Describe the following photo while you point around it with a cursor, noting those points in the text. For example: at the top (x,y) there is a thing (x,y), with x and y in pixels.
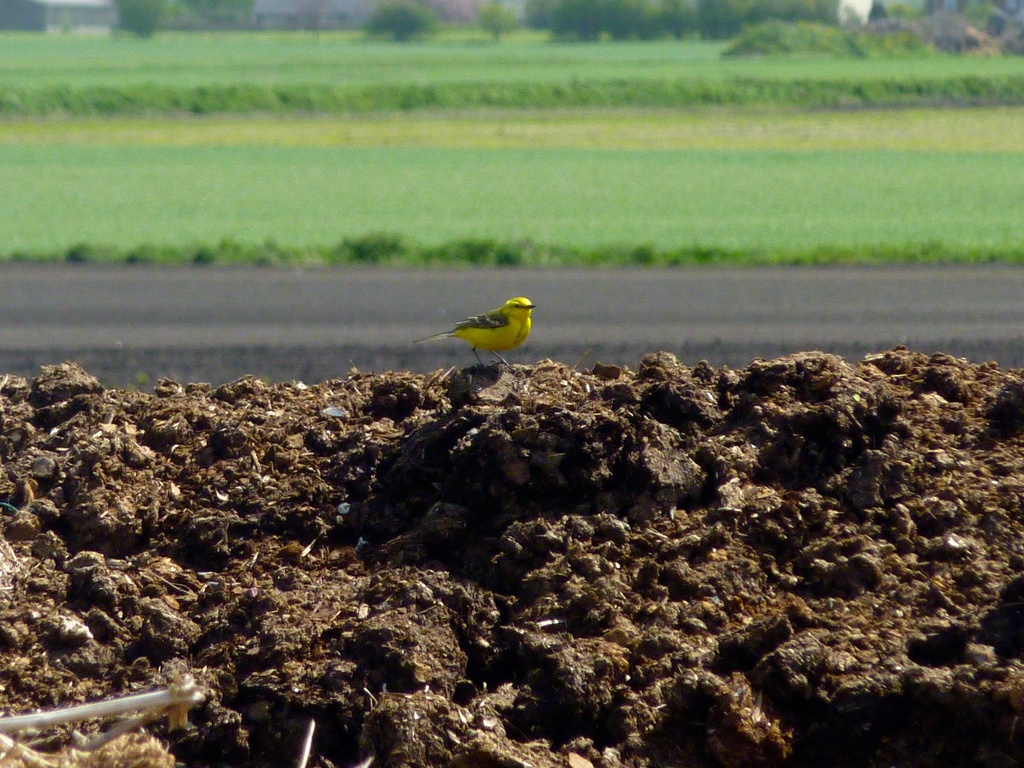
In this image I can see a bird (528,317) which is yellow and black in color on the ground (531,443). In the background (550,251) I can see some grass (501,188) and few trees (683,15).
